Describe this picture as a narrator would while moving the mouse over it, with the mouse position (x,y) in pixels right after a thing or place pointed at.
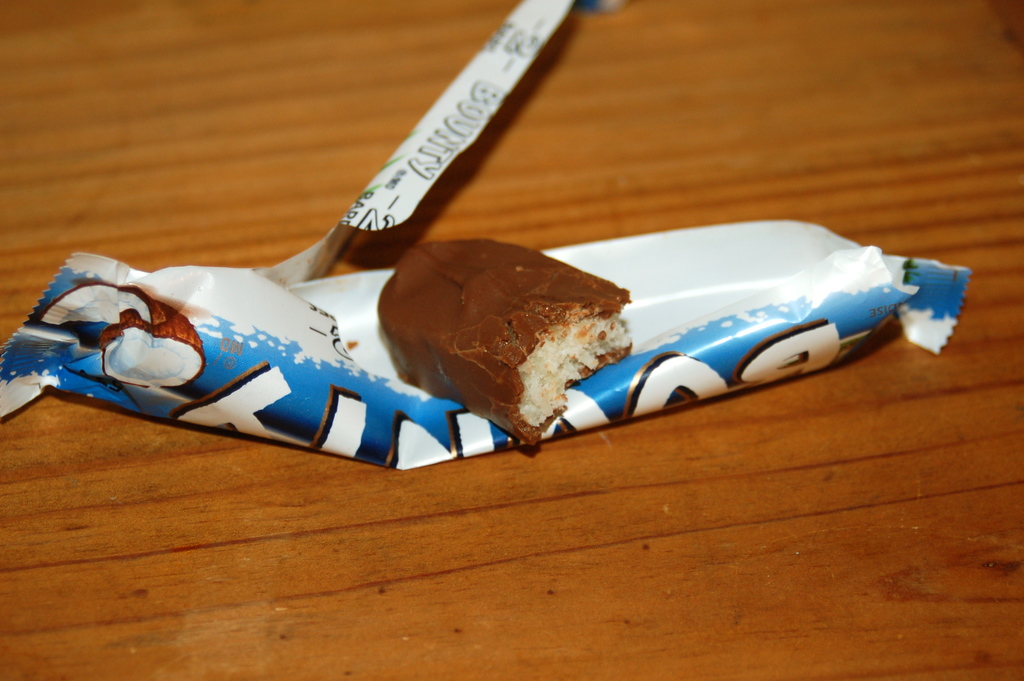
In this image there is a piece of chocolate (466,318) on the chocolate cover (342,363). The cover (306,363) is on the table (245,447).
